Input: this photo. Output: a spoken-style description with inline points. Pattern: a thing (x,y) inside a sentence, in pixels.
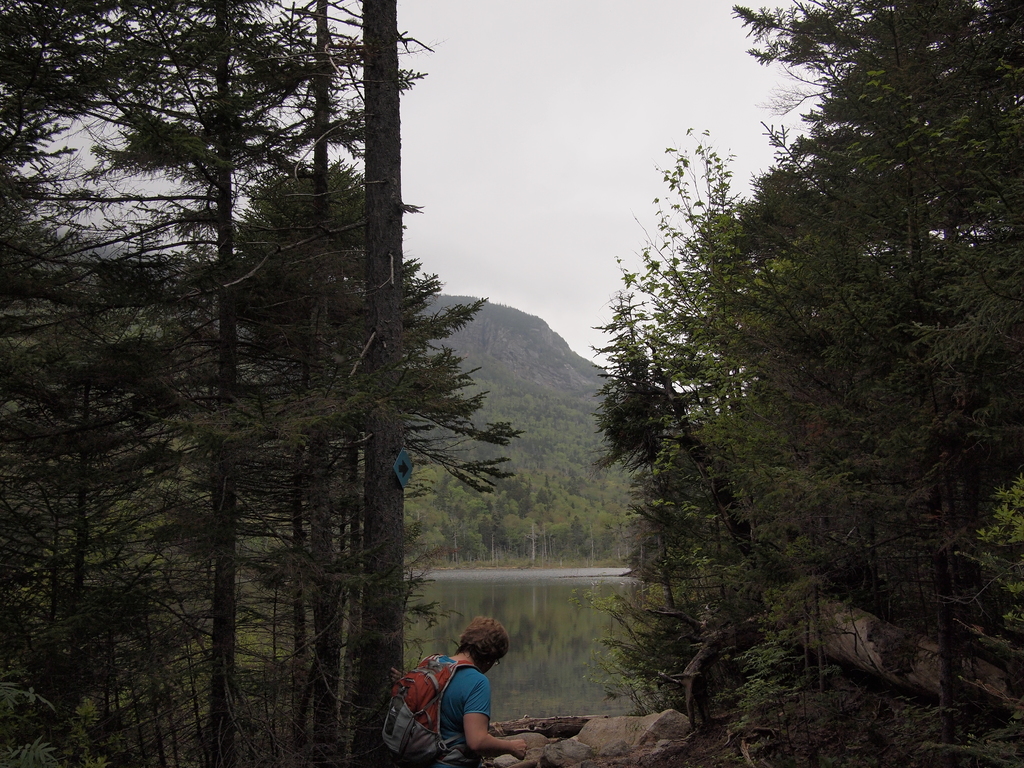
In the picture I can see person (450,711) wearing bag (420,717), around we can see trees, stones (630,721) and lake (544,656).
